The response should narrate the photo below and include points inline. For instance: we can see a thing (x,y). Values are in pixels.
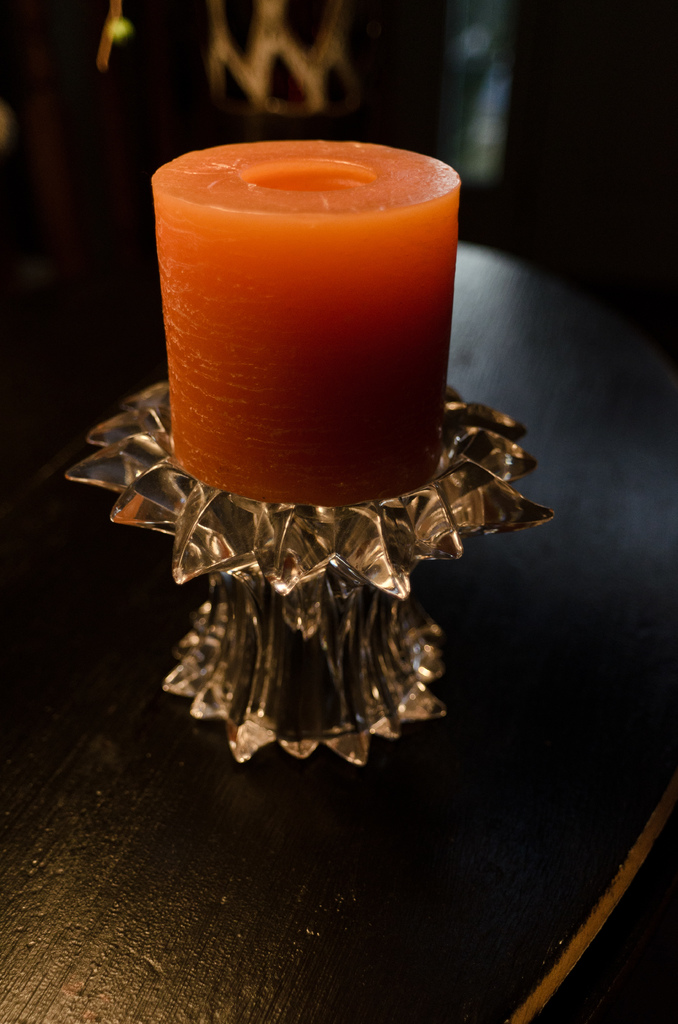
On a platform (627,532) we can see an orange wax candle (218,435) on a glass stand (342,587). Remaining portion of the picture is dark.
